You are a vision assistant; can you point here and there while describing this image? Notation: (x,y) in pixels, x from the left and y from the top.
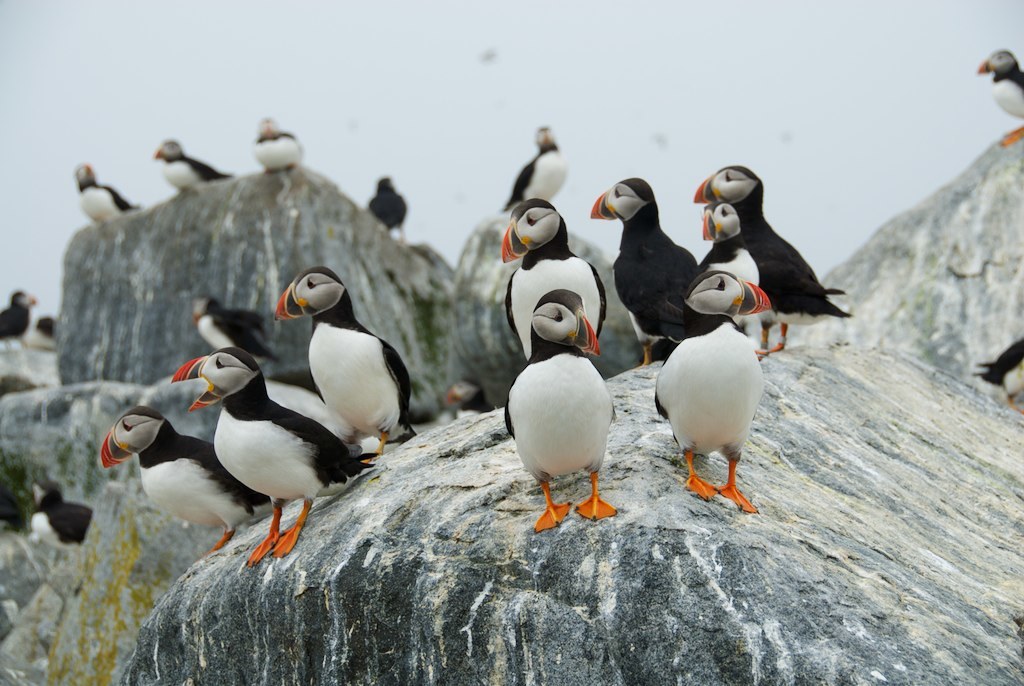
In this image I can see there are many puffins (675,267). And at the top (541,111) there is a sky (864,105).
